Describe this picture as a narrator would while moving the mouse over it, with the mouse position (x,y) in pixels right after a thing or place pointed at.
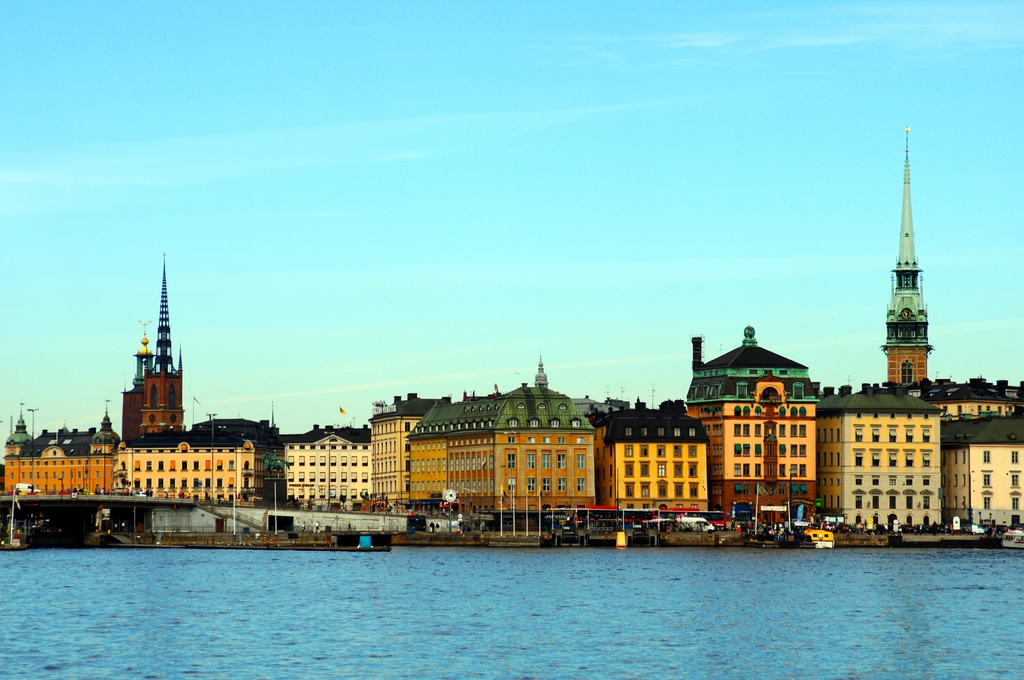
This picture is clicked outside the city. In the foreground (632,624) we can see a water body (286,584). In the center (582,434) we can see the vehicles (20,489), group of persons (373,506), poles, sculpture (275,458), buildings (731,434), spire (894,302) and some other objects (680,541). In the background (19,104) there is a sky (488,91).
